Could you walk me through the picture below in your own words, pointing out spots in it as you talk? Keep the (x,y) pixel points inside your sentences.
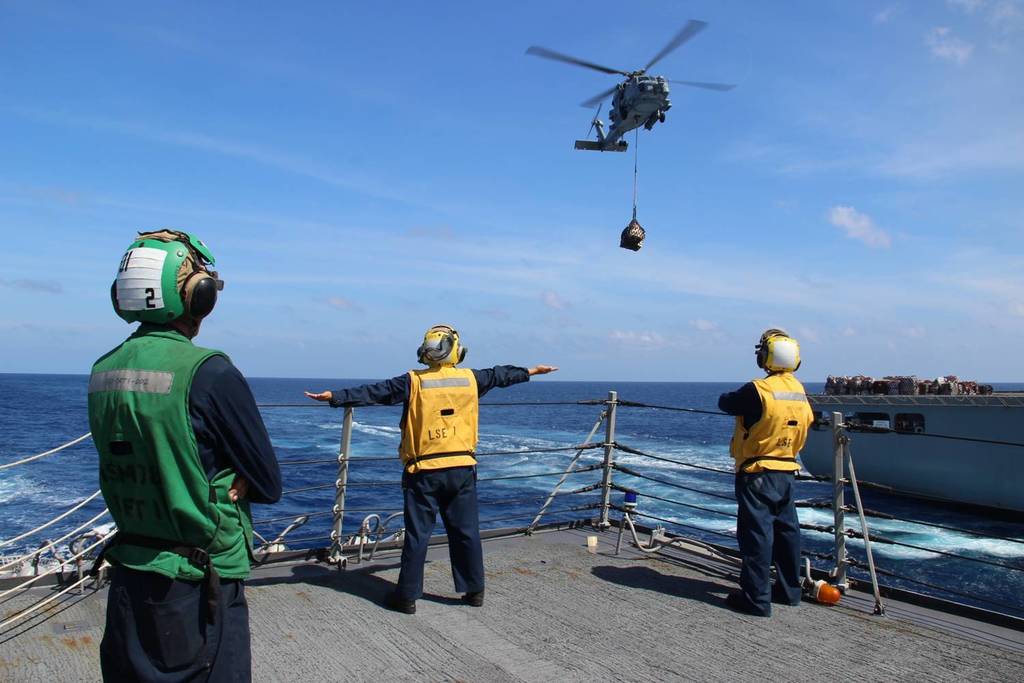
In the center of the image (372,399) we can see three people (796,430) standing. At the top (600,142) there is a helicopter (632,128) flying in the sky (593,204). In the background (587,391) there is a sea (600,391) and a ship (842,405).
